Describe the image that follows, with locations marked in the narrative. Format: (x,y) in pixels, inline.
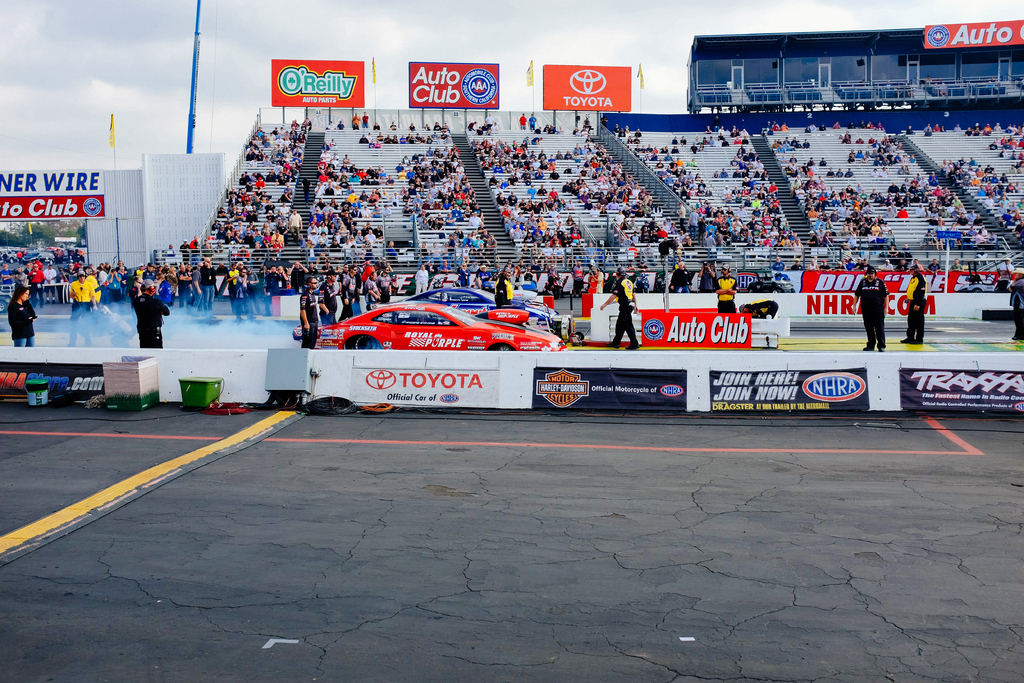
At the bottom of the image (653,513) there is a road (50,412). Behind the road (4,542) there are cars (398,323) and many people (161,268) were standing. In the background (285,205) there are many people (456,171) sitting and there are railings (1012,91) and posts (193,63). In the background (251,35) there is a sky (82,62).
